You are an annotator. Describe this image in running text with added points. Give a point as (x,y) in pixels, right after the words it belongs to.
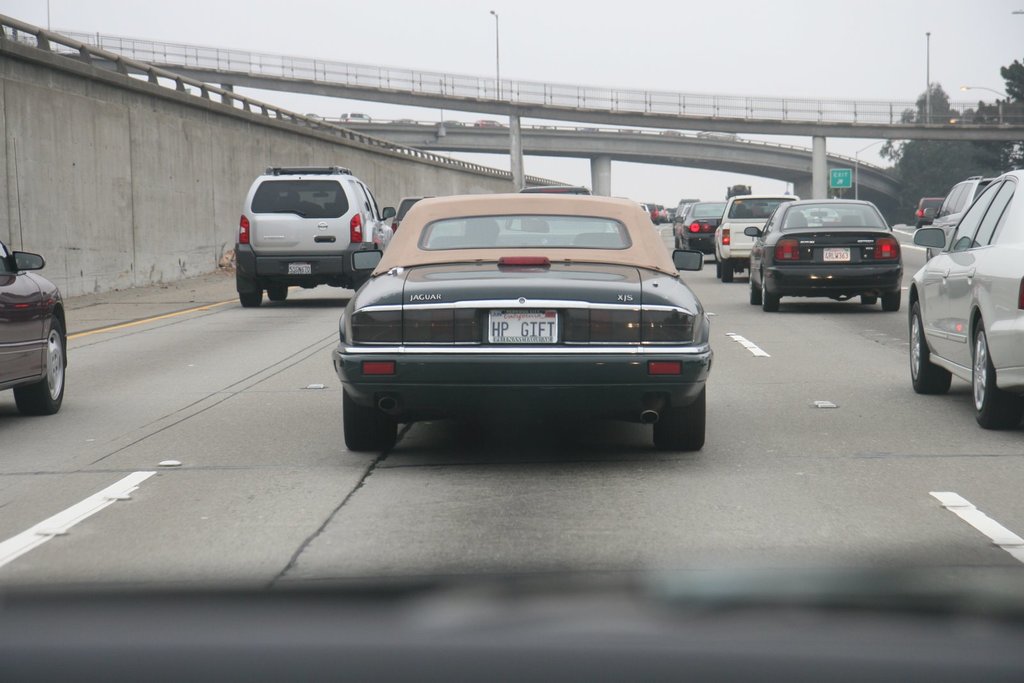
In this image, we can see some vehicles (544,278) on the road (86,360) beside the bridge (118,88). There are bridges (540,101) and sky (600,20) at the top of the image (787,74). There are some trees (955,173) in the top right of the image (983,163).
